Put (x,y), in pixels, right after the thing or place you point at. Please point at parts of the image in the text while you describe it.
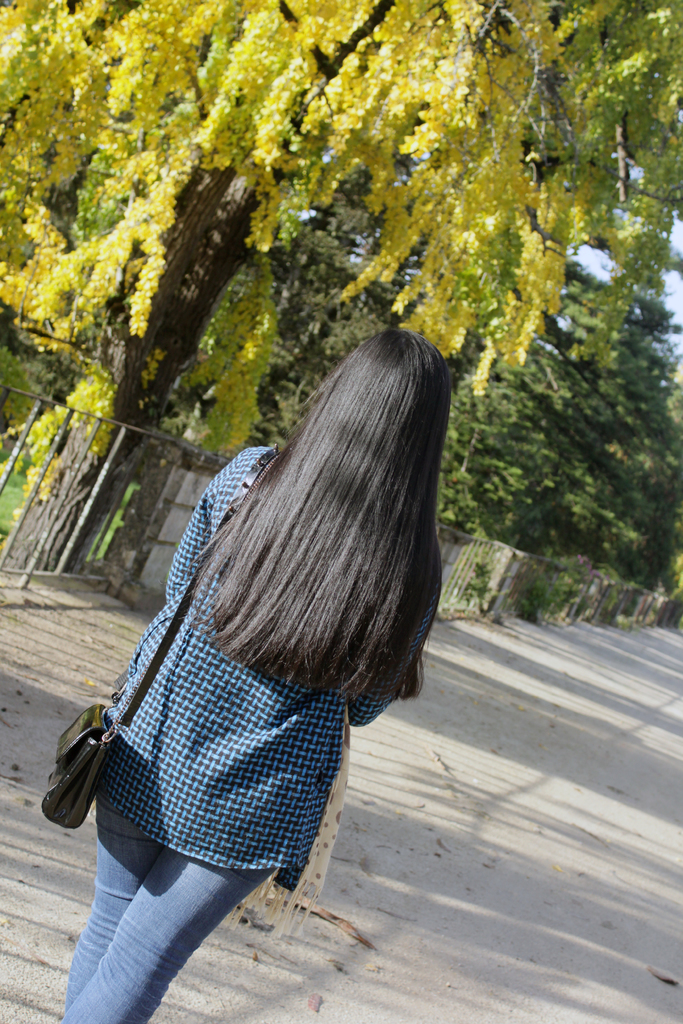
On the left side (228,501), there is a woman (138,933) in a jean pant (119,961) walking on the road (304,927). In the background (520,582), there are trees (679,517), there is a fence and there is sky (658,345).
